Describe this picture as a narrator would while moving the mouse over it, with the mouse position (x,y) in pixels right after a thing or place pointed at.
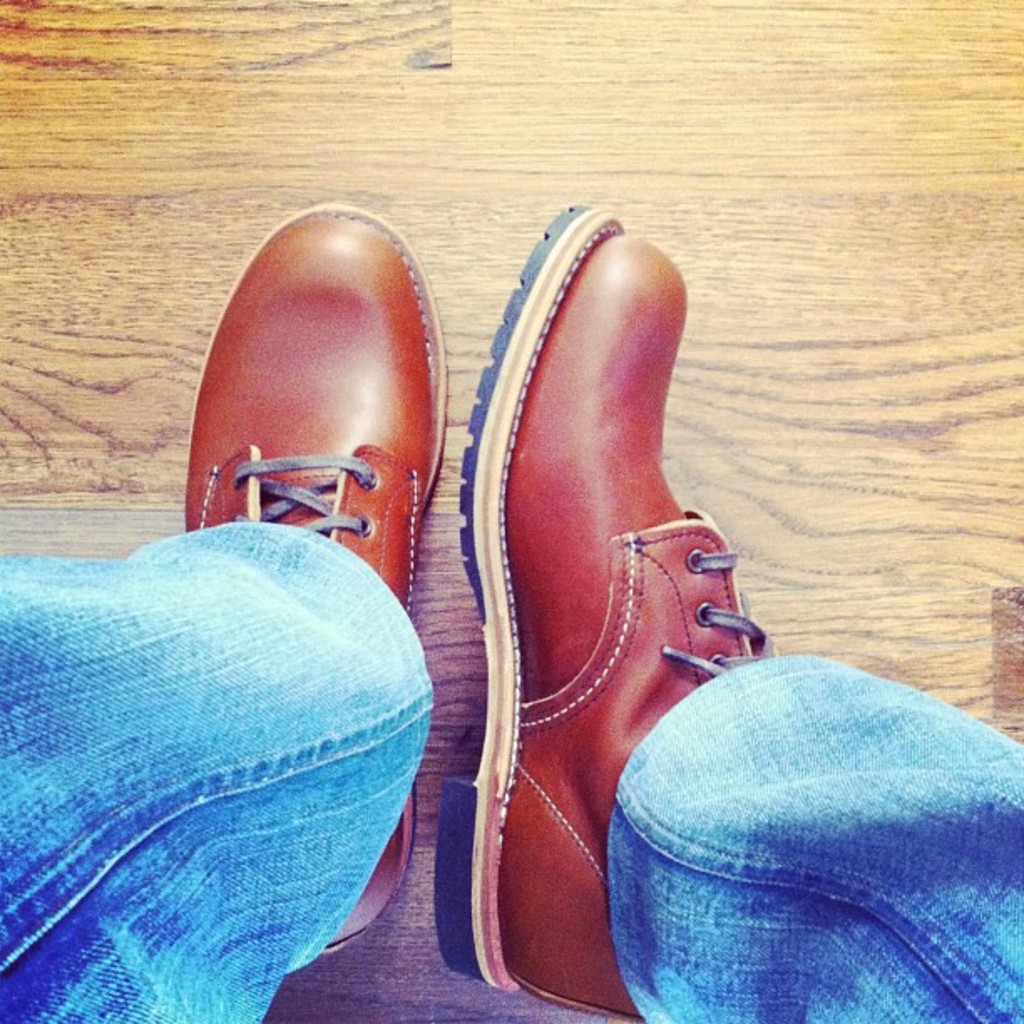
In this image we can see shoes (403,558) of a person (82,560).
